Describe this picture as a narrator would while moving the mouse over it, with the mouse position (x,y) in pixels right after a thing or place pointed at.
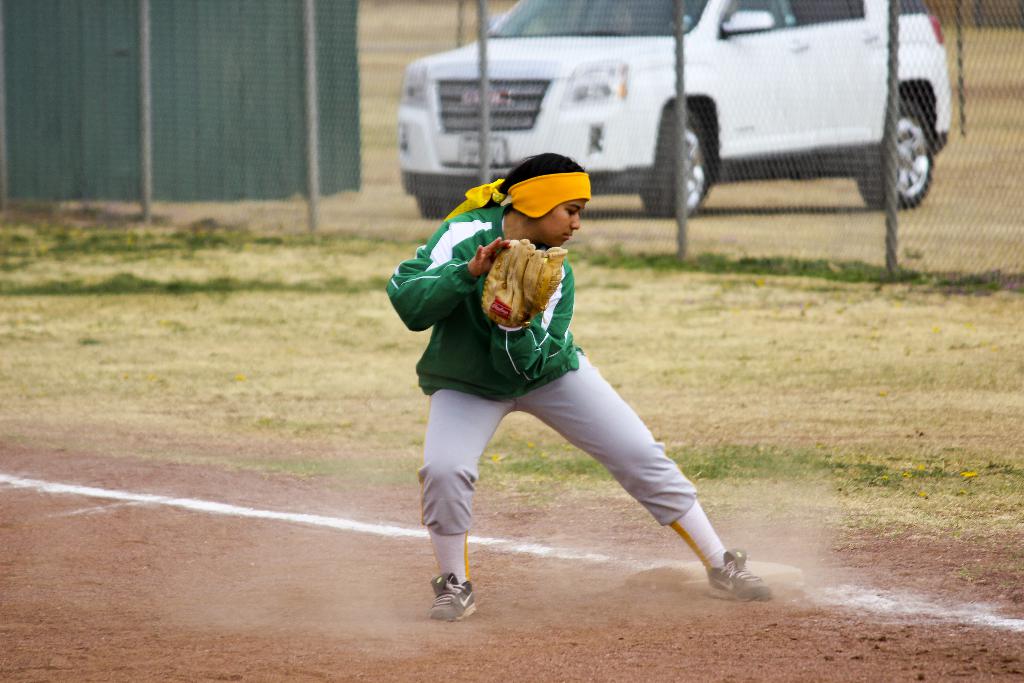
In this image we can see a woman (563,420) standing on the ground (583,454) by wearing a glove (525,276) to the hand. In the background (281,233) there are mesh (375,139), motor vehicle (405,151) and grass (384,239).
